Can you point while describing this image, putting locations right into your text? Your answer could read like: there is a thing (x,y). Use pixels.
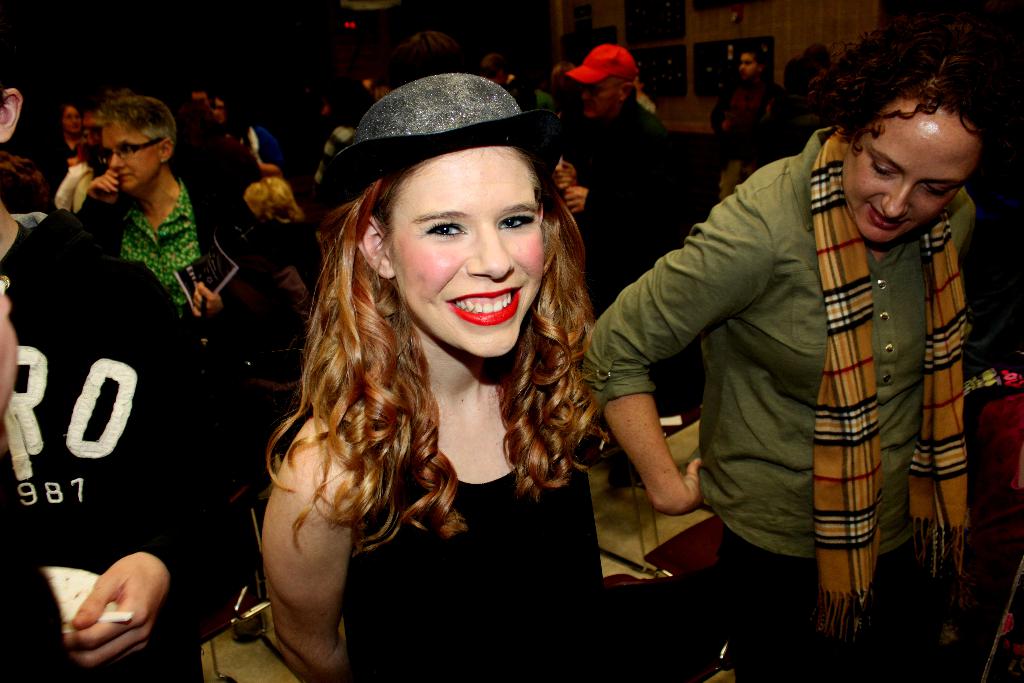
This picture is taken in the dark. I can see a woman (443,682) is standing in the center of the image (560,358) and posing for the picture I can see a woman (874,241) beside her. I can see so many other people (137,123) behind them.
